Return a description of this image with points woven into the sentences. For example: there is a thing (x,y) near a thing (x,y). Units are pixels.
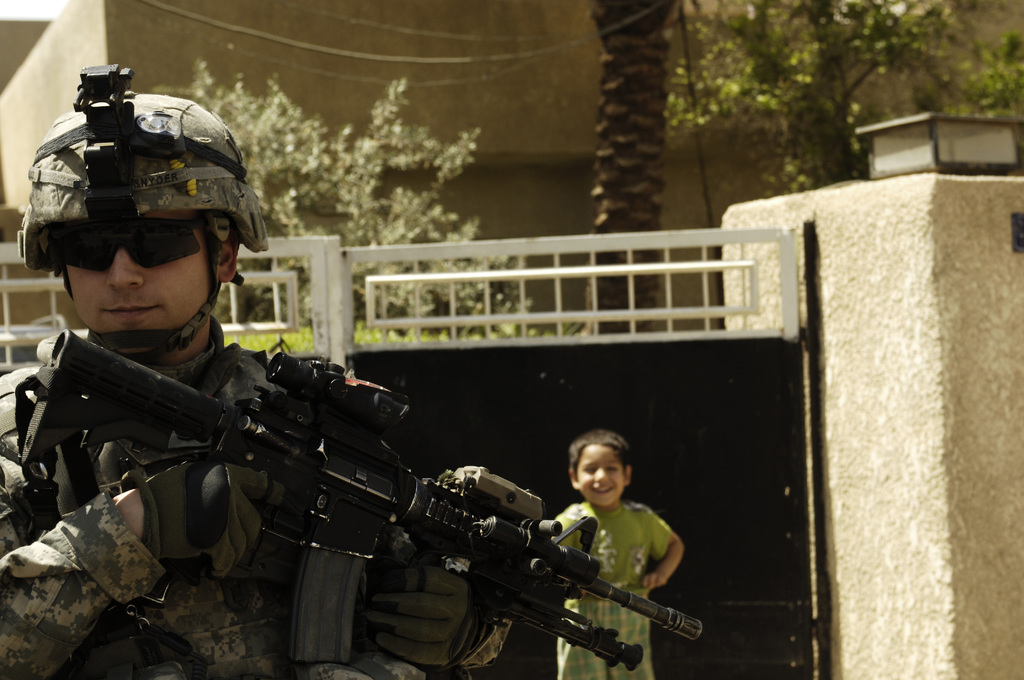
In this picture we can see the military soldiers (243,658) standing in the front (296,483) and holding the gun (352,520) in the hand (252,484). Behind there is a small boy (622,561) looking and smiling to him. In the background (584,352) there is a black gate (466,319), some trees (651,303) and building (428,171).
